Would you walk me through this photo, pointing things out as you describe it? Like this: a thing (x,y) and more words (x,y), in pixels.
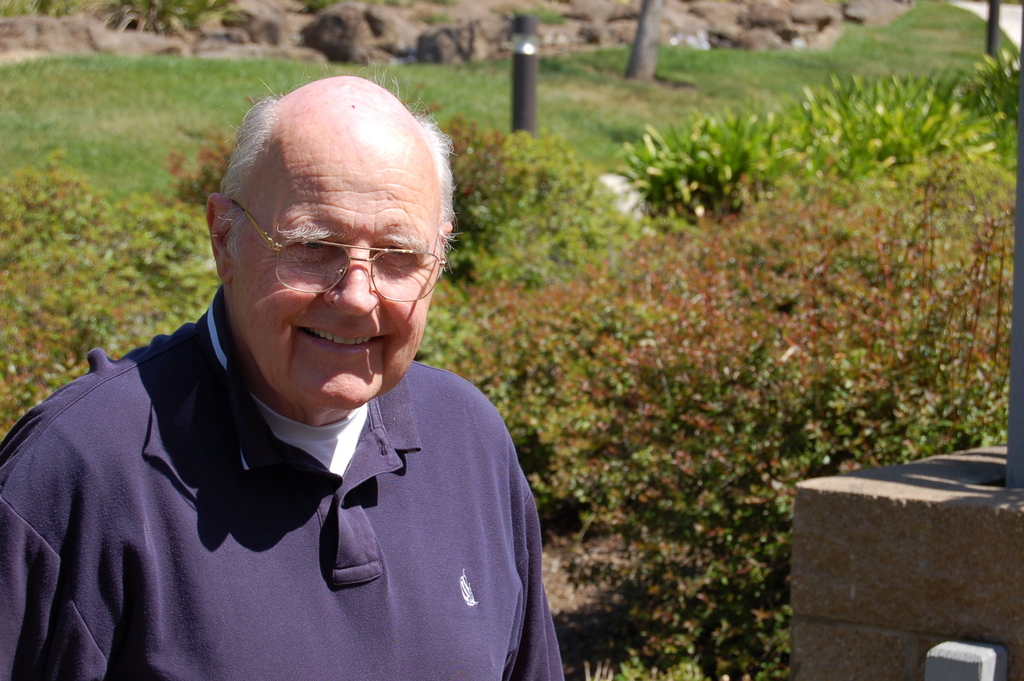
In this image there is an old man (391,347) wearing blue shirt (335,557). There is grass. There are plants (711,268) and trees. There are stones (745,11) in the background (450,23). On the right side (867,510) there is an object (892,599).
